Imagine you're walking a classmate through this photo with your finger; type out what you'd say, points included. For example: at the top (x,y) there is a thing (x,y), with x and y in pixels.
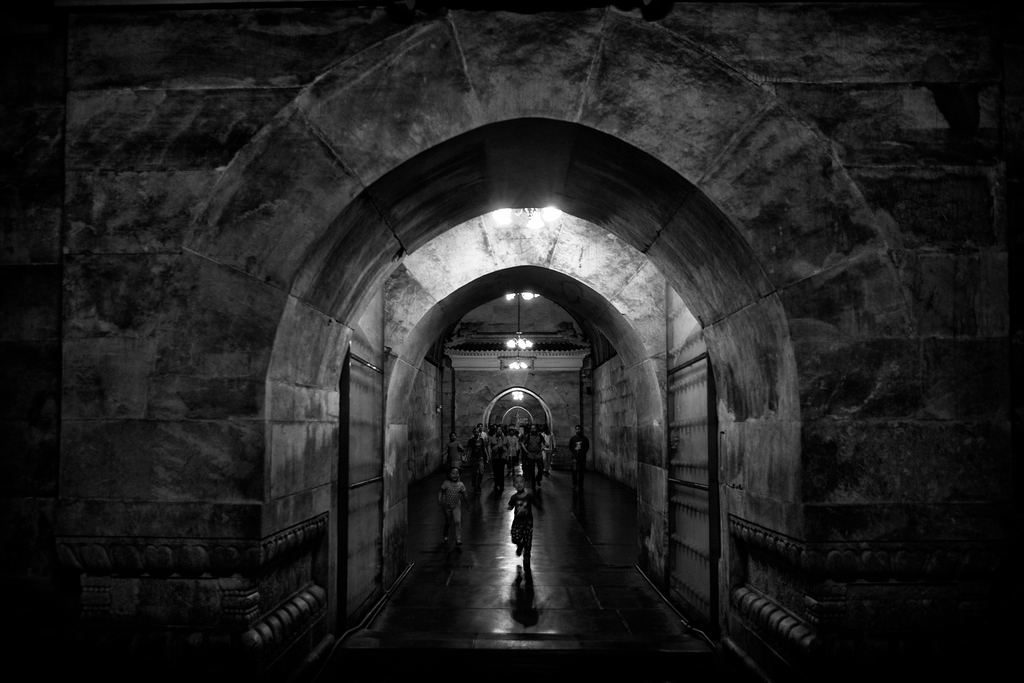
This is a black and white image, in this image there are people (547,465) walking in the middle of a building (576,296), at the top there are lights (536,296).
